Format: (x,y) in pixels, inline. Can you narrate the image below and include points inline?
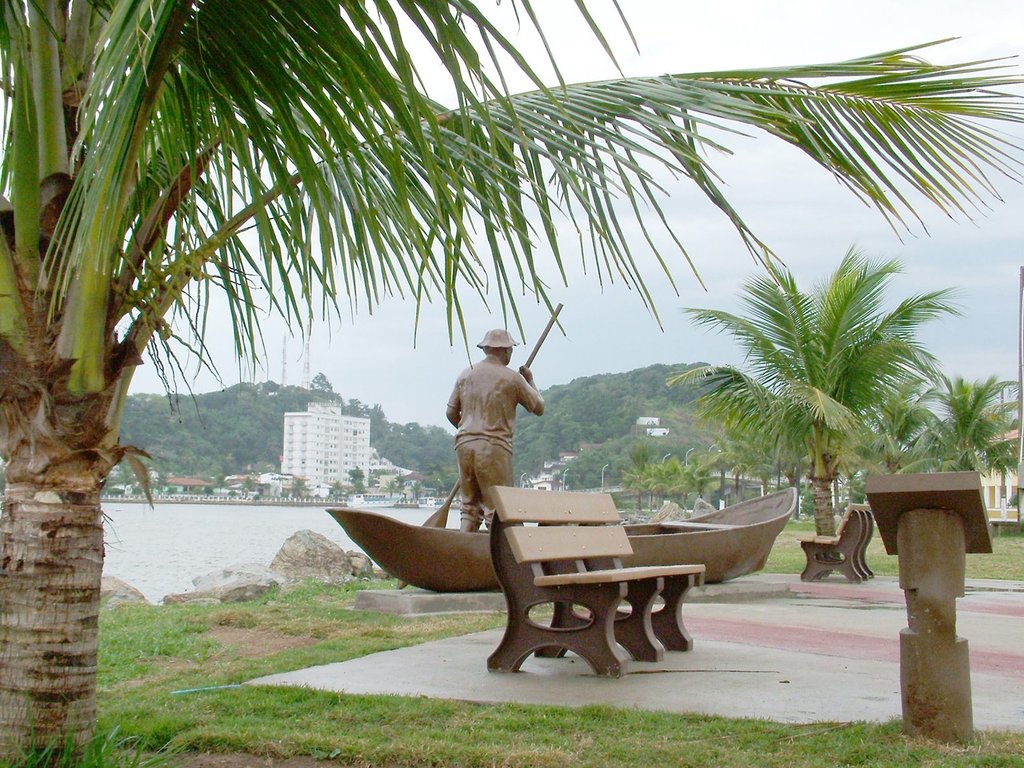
In the image there is a statue (482,380) of a man (493,428) standing in a boat (681,561) with benches (850,546) in front of it on the grassland (236,663) with trees (128,211) on either side and behind it there is a lake (331,531) and in the background (348,450) there are buildings (282,479) in front of the hills (448,453) and above its sky (830,28).
